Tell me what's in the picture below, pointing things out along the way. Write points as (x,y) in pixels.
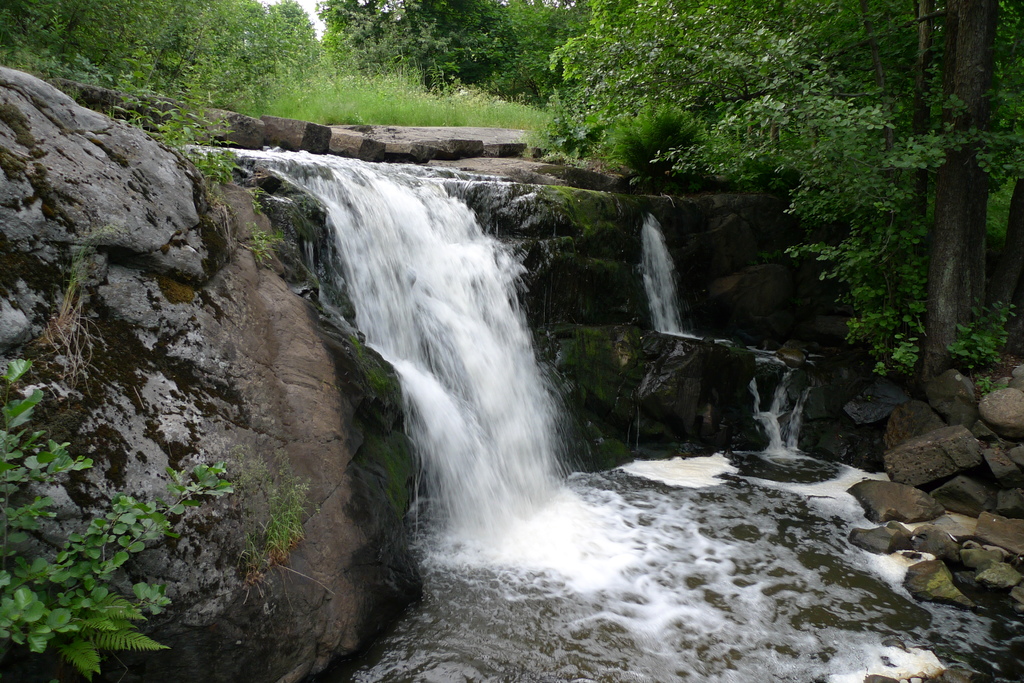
This image consists of a waterfall (462,384). To the right (992,497), there are rocks (982,509). In the background (319,42), there are trees (430,39). At the bottom (552,662), there is water (560,630).
